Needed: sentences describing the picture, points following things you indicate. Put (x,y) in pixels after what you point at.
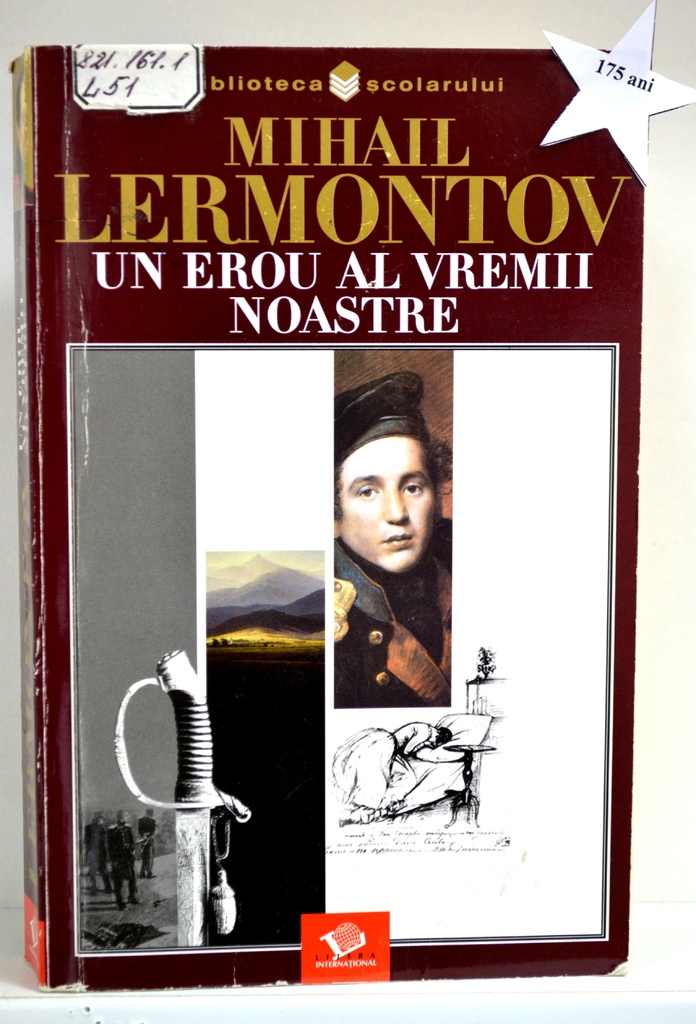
In the foreground of this image (538,859), there is a book (380,351) on a white surface (23,1010) with few images (161,580) and text (352,241) on it.
